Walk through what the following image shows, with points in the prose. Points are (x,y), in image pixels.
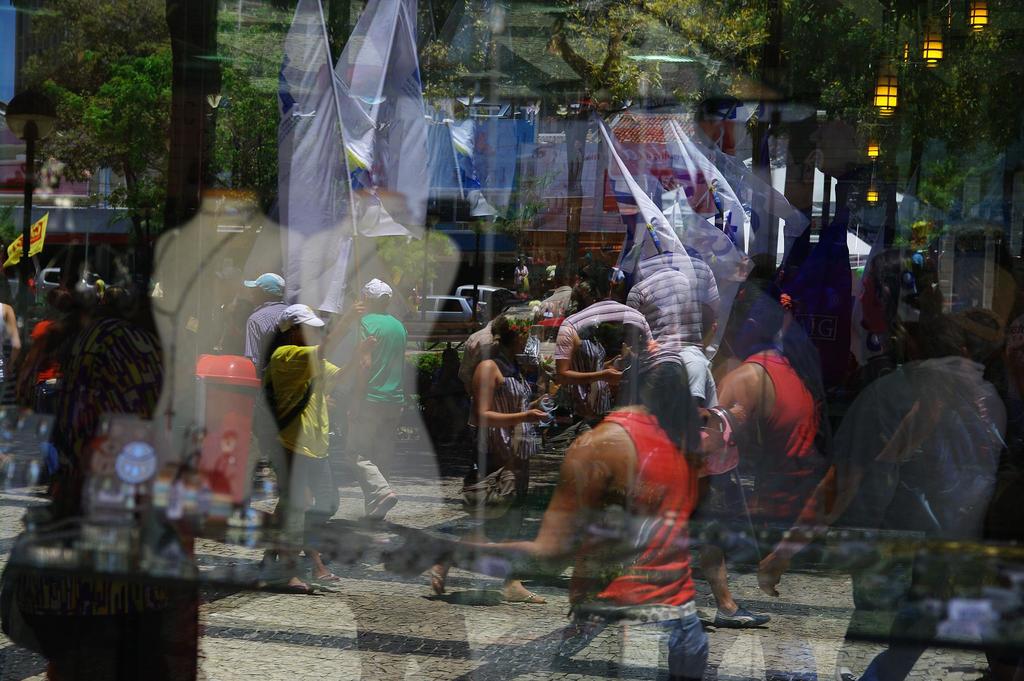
In this picture there are group of people (659,472) walking. In the foreground (708,484) there is a mirror (86,575). At the back (1021,92) there are trees (963,92) and there are flags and vehicles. There are reflections (929,65) of lights (929,45) on the mirror (1014,519). At the bottom (787,675) there is a road (487,519).
